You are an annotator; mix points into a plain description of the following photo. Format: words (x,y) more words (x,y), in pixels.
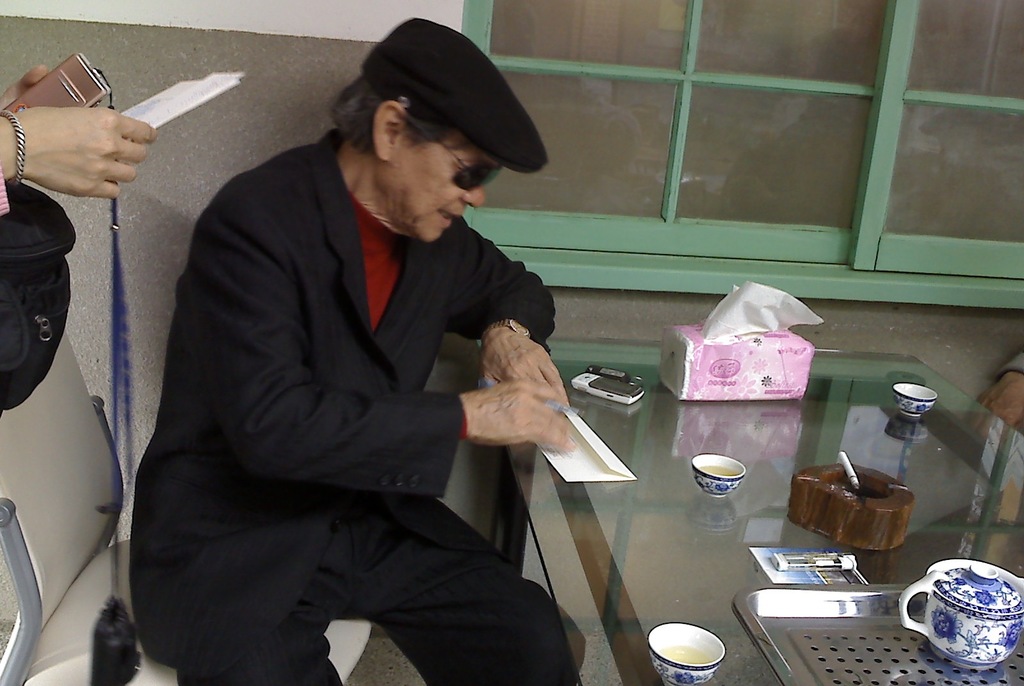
In this image we can see there is a person (312,406) sitting on the chair (93,550) and holding a pen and another person (55,135) standing and holding a camera (98,104) and paper (179,94). And in front of the person (298,287) there is a table (738,409). On the table (683,580) there are cups (700,638), card (622,461), paper (594,467), ashtray (886,532), bowl (932,595) and few objects (750,606) on it. At the side there is a wall (339,35) and window (826,70).
